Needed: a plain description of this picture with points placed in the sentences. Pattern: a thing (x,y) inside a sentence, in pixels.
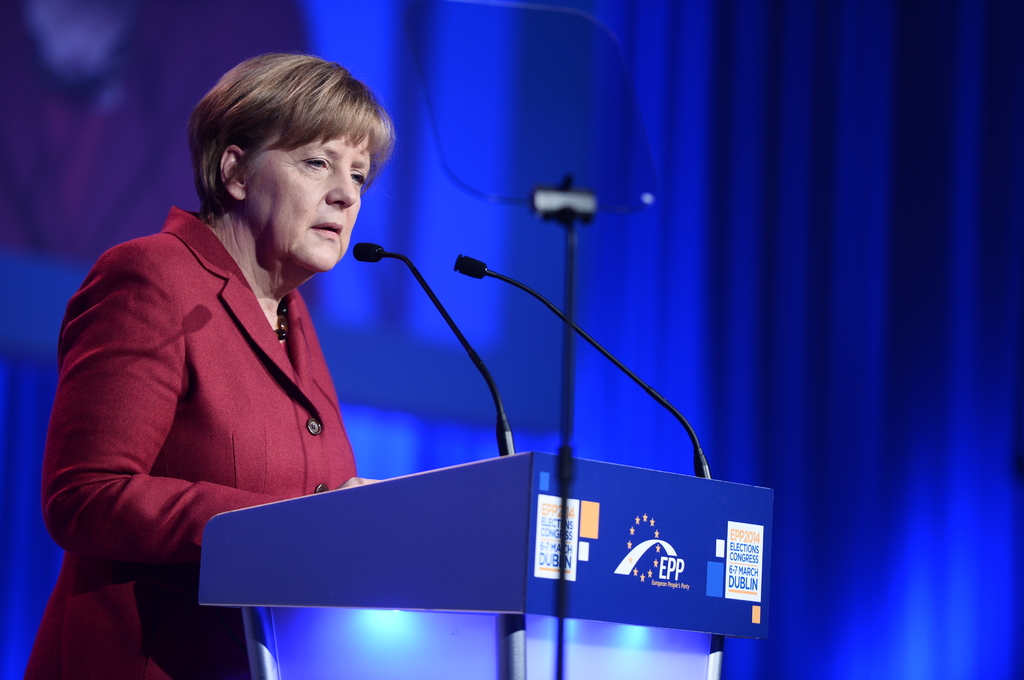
In this image I can see an old woman (181,428) is standing near the podium (430,473) and speaking into microphone (505,423). She wore dark red color coat (212,440) and there is a blue color background (420,140) in this image.
